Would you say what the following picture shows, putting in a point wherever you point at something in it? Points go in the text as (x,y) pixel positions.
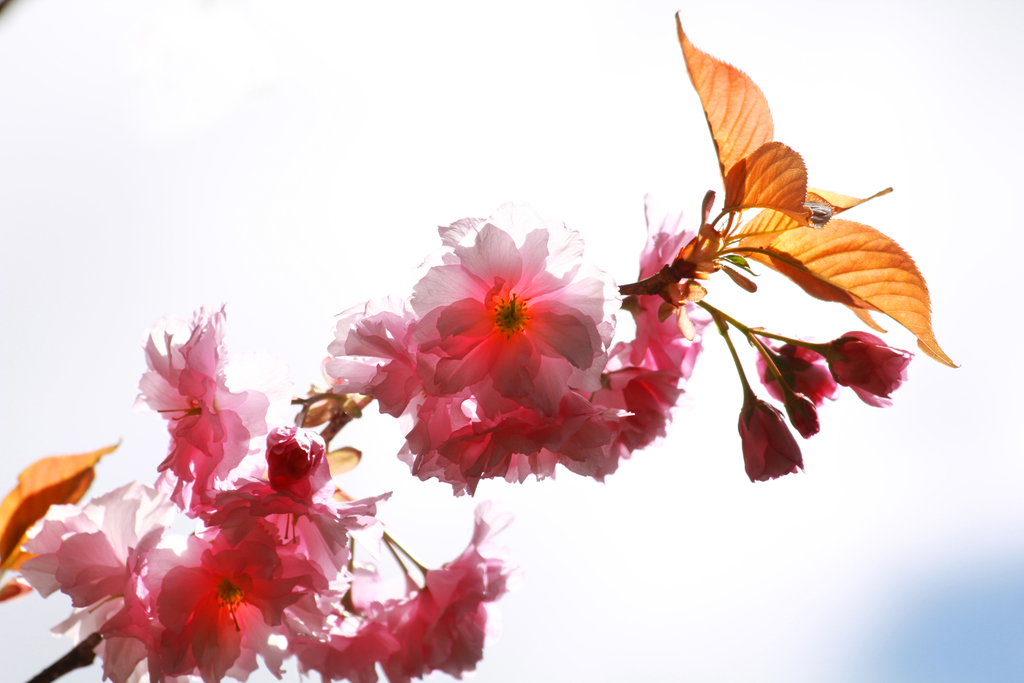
In this image we can see flowers (212,647) and leaves (834,283). There is a white background (945,70).
